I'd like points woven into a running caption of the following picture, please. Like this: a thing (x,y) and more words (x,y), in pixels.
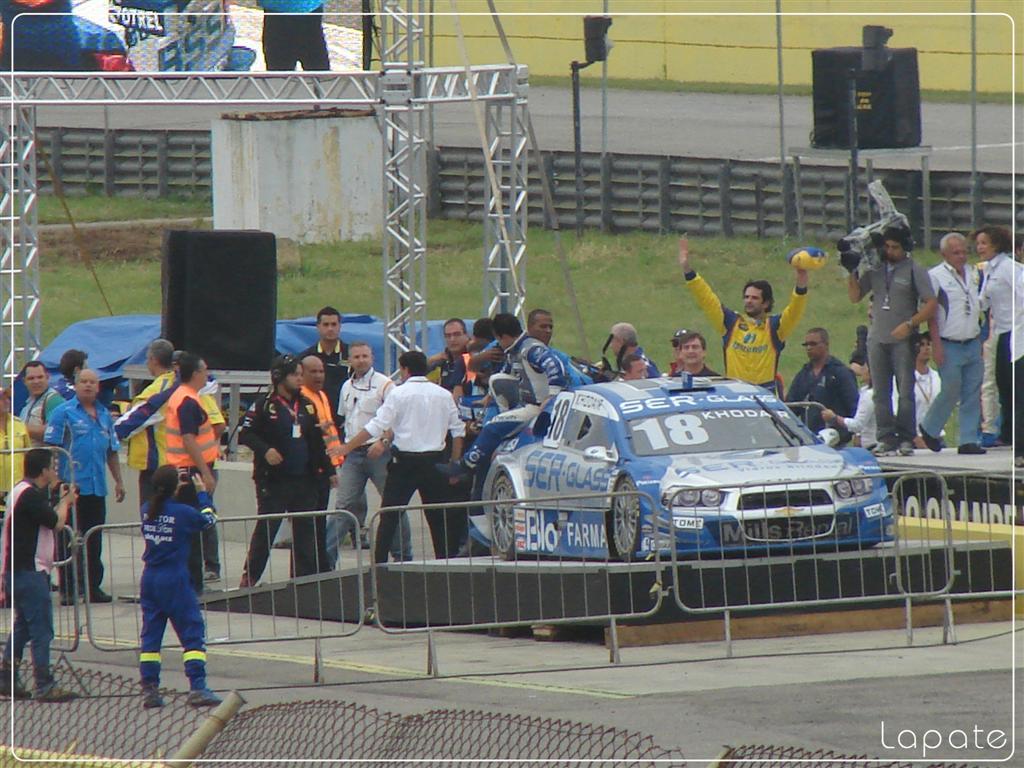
There are people (204,686) standing and this man (204,686) holding a camera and we can see fence (220,743). We can see car (622,405) on the surface (566,583). In the background (815,321) we can see grass (625,267), screen (309,51) and rods (524,116).
